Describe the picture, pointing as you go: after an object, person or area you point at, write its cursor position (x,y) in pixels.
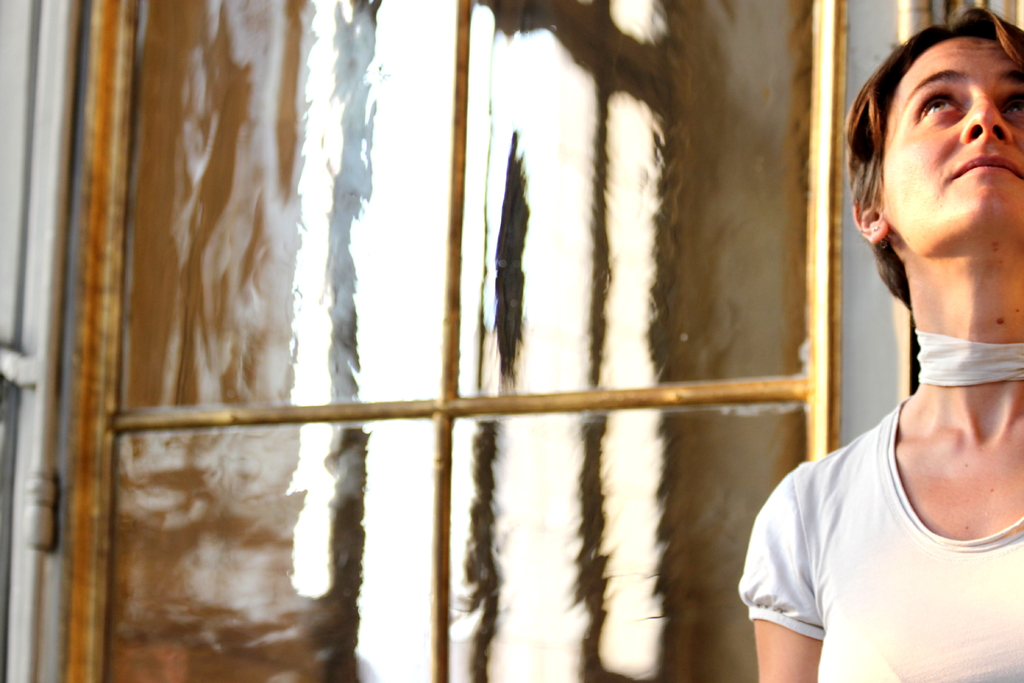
In the picture there is a woman (1019,157), behind the woman (907,664) there may be a glass window (792,166).
